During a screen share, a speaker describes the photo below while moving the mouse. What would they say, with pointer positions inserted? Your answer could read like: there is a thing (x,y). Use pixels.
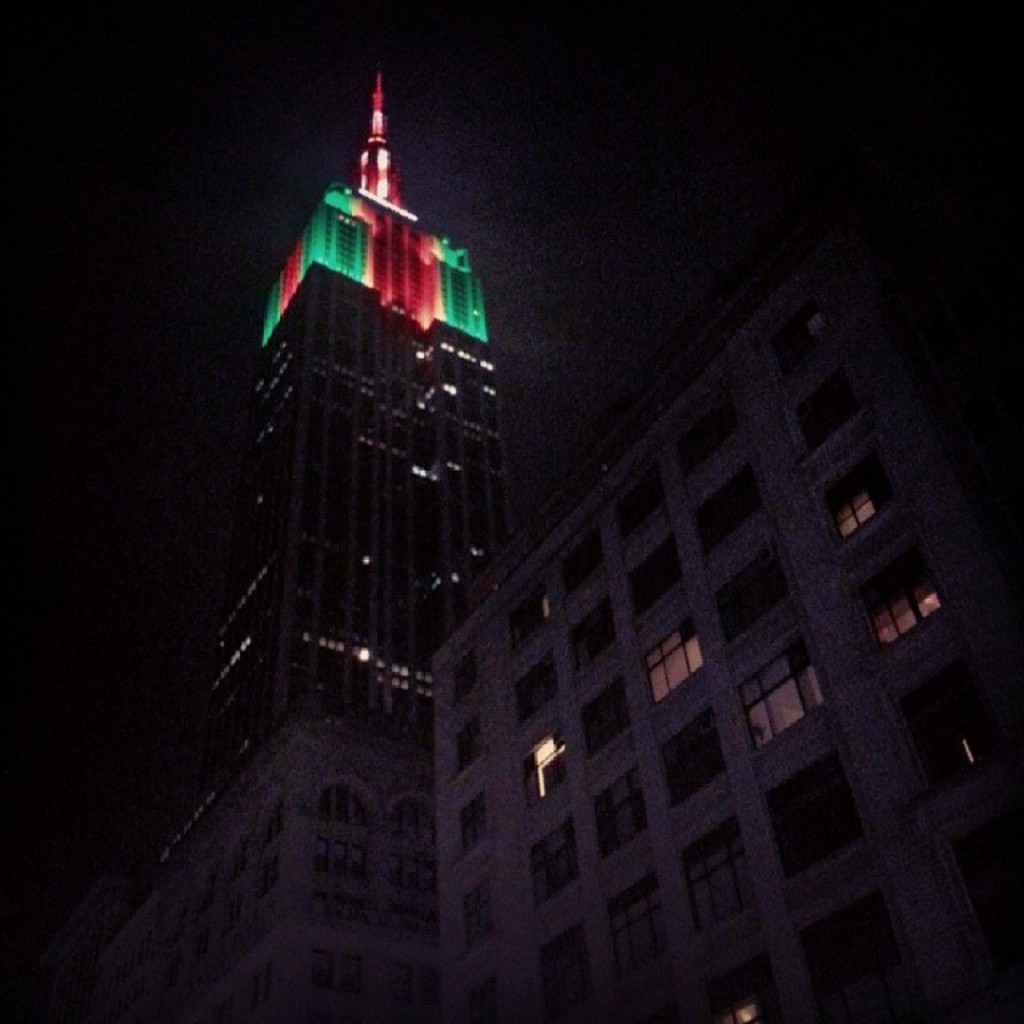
In this image there is a building (493,817) and tower (288,675) and lights (422,694), and also some windows (422,694) and there is a dark background (79,641).
